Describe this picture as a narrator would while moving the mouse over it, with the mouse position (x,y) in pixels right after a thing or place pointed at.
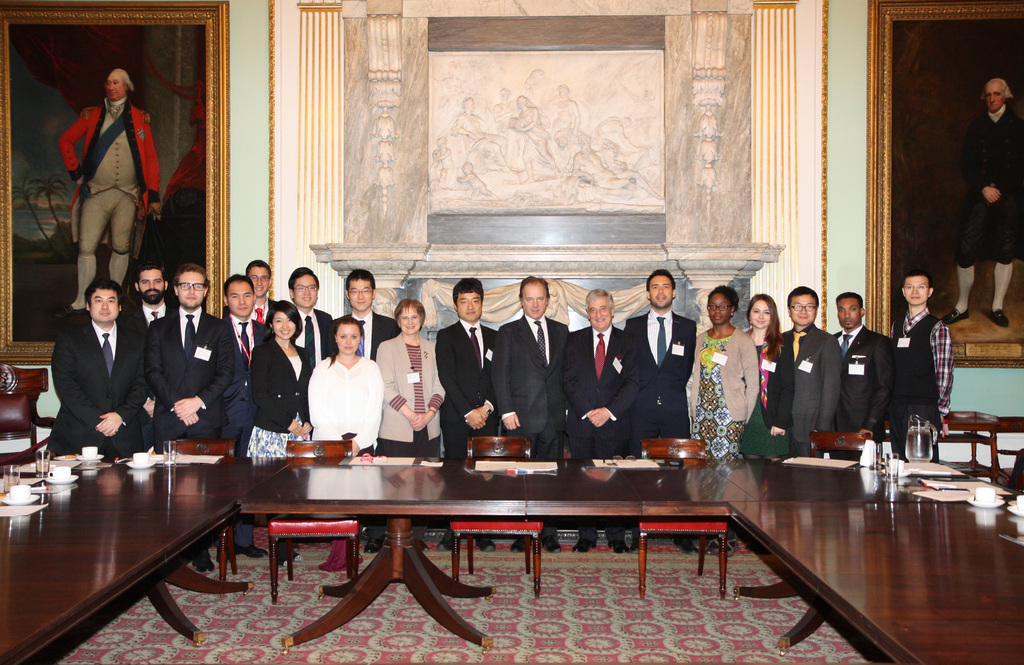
A group of persons (199,405) are standing together behind them there are big photographs (203,251) and the wall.
